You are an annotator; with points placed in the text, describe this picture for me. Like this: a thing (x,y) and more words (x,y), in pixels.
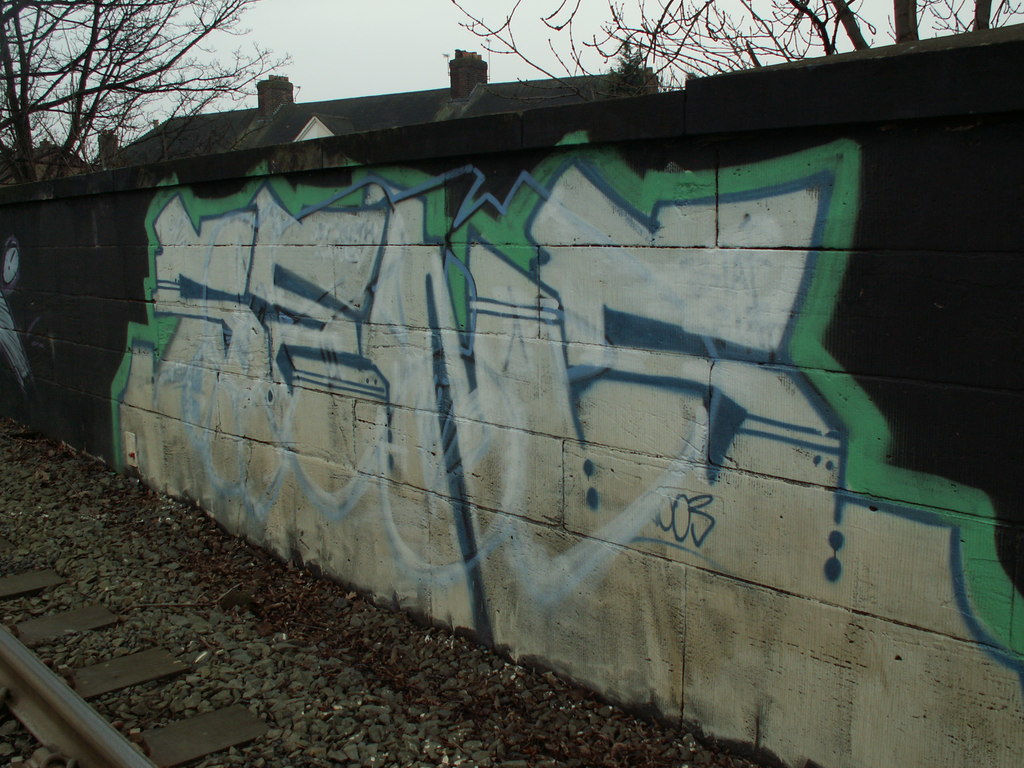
In this image we can see some graffiti (296,314) on the wall (373,581), a building (309,128), few trees (173,107), a railway track (63,699), few stones (428,654) and the sky (372,42).
